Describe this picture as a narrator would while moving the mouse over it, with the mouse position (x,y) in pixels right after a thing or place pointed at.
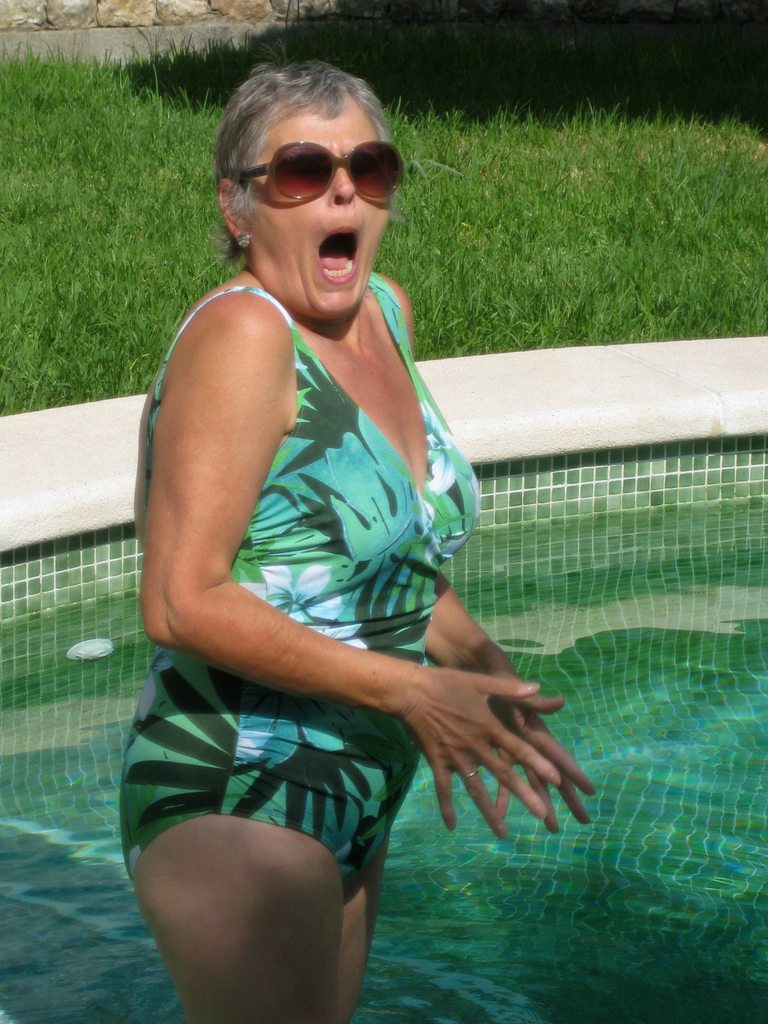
There is a woman (287,143) in a swimsuit (329,432) opened her mouth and standing in a swimming pool (650,654). In the background (582,219), there is grass (485,95) on the ground (560,93) and there are rocks (101,9) arranged.
